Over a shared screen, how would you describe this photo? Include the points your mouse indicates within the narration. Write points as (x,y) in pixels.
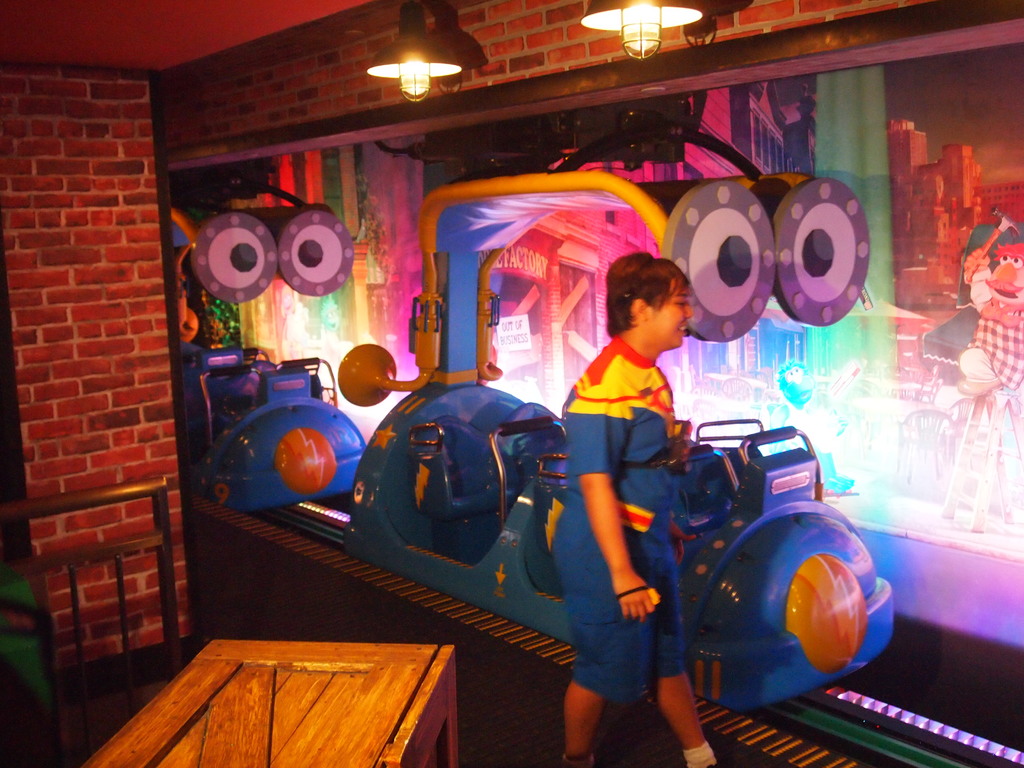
In this picture there is a person (588,686) walking. At the back (695,642) there is a train (447,518) and there is a painting (1018,354) of the city (771,324) and people (787,393) on the wall (905,134). At the top (600,28) there are lights (443,54). In the foreground (356,722) there is a table (372,734) and there is a railing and there is a pillar (69,487).
